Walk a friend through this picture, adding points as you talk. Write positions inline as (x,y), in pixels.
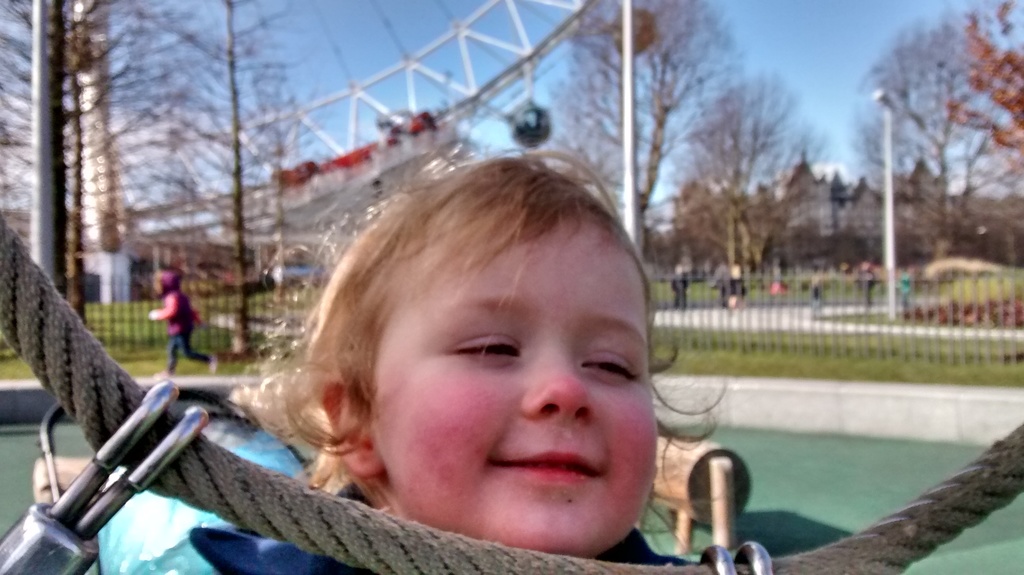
This is an outside view. Here I can see a baby (473,494) smiling by looking at the right side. In front of the baby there is a rope (311,521) to which two metal objects (143,477) are attached. In the background (824,335) there is a railing (824,335). On the left side (172,321) there is a person (172,302) running. In the background (623,216) there are many trees (716,208), light poles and few people (740,282) on the ground (766,282). On the left side (292,154) there is a Ferris wheel (377,148). At the top of the image (818,50) I can see the sky (820,39).
